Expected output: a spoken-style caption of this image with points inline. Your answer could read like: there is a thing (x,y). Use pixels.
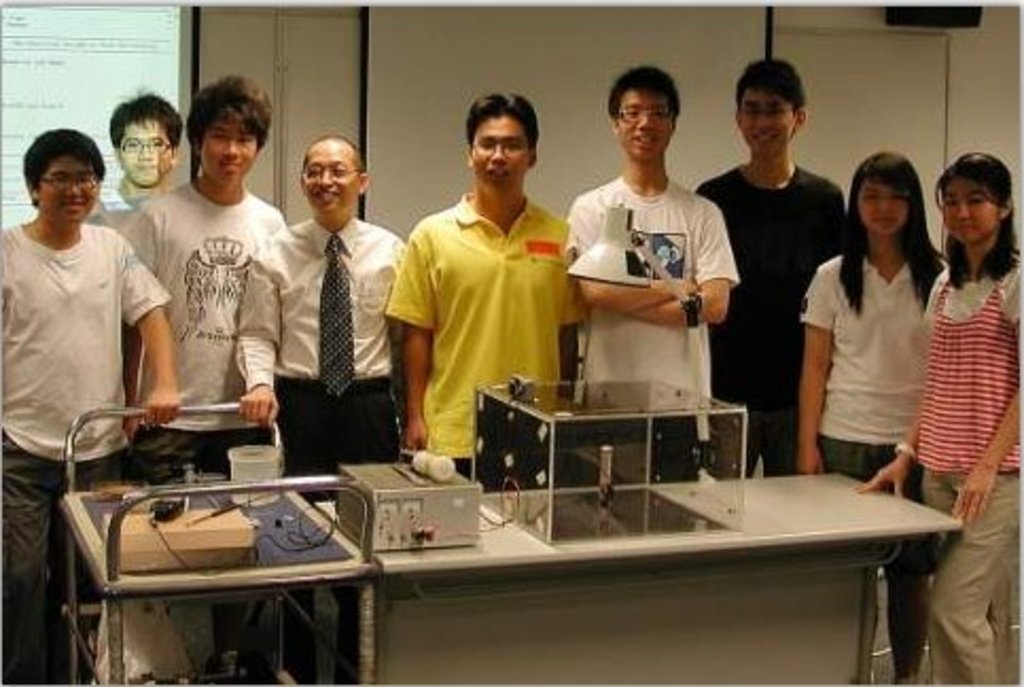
Group of people (429,291) are standing and smiling. In-front of them there is a table (520,587) and tray (353,577), on this table (498,565) and tray (369,557) there is a device (382,521), container (234,479) and box (581,503). Backside of this person's (193,201) there is a screen (144,69) on wall (232,60).
